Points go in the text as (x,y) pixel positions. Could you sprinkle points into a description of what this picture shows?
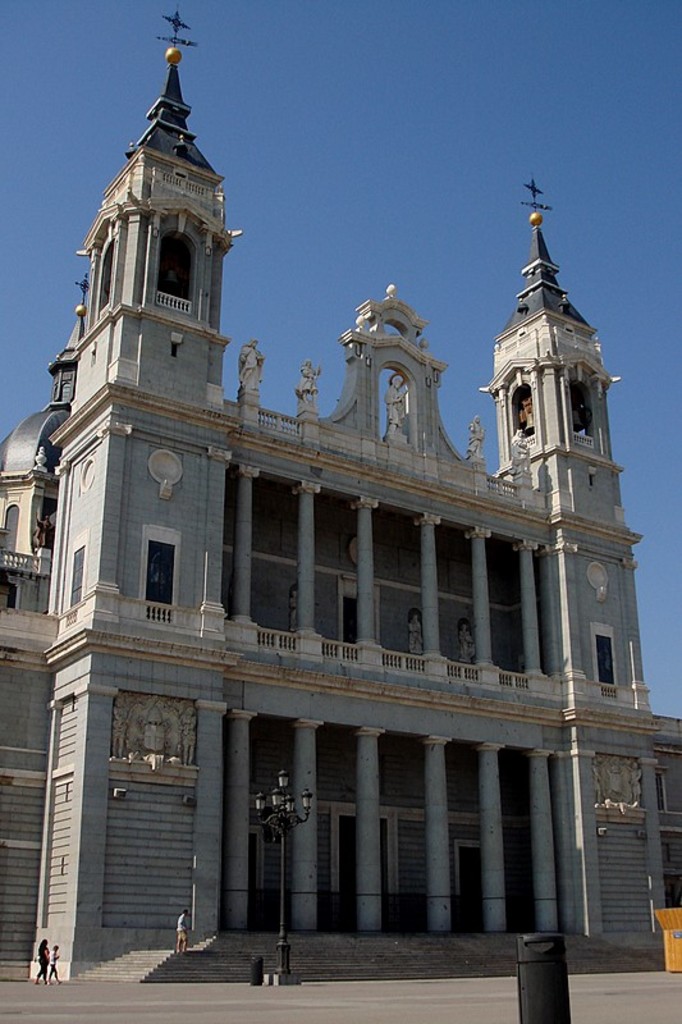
In this picture we can see people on the ground (223,990), here we can see an electric pole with lights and some objects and in the background (392,961) we can see a building (406,788), sky (434,242).
